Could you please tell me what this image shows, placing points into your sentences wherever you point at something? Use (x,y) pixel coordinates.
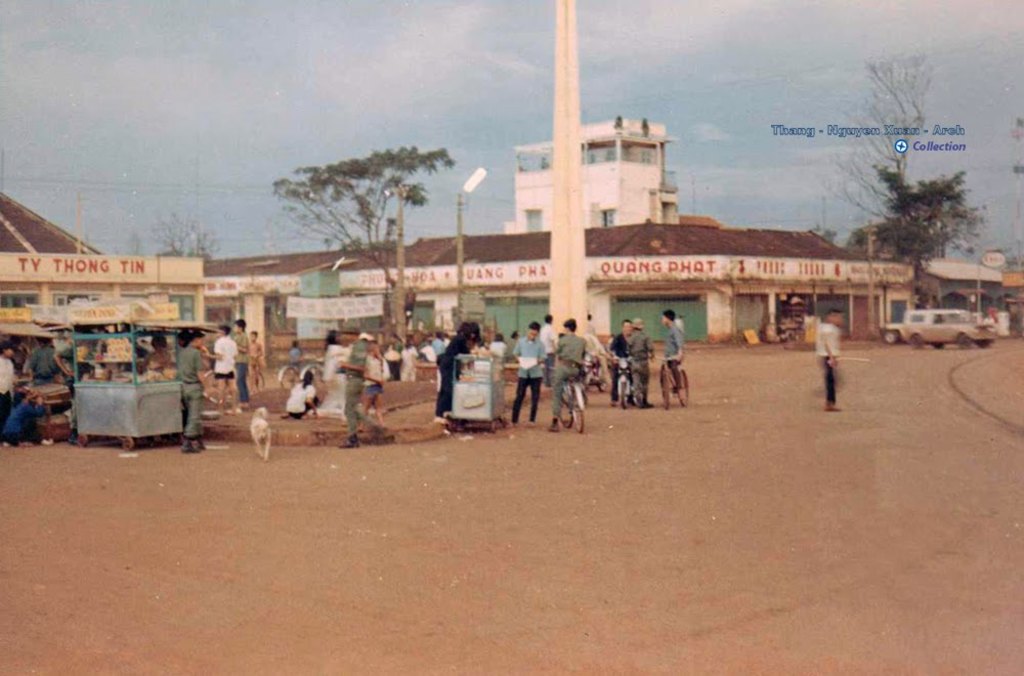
In this picture there are group of people (377,414) standing and there are group of people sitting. At the back (735,309) there are buildings (738,296), trees (916,230) and poles (1018,165) and there are vehicles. On the left side of the image (166,417) there is a stall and there is text (23,269) on the buildings (496,255). At the top (582,107) there is sky (631,106) and there are clouds (612,65). At the top right (880,133) there is text (895,127). At the bottom (680,577) there is mud (469,527).
